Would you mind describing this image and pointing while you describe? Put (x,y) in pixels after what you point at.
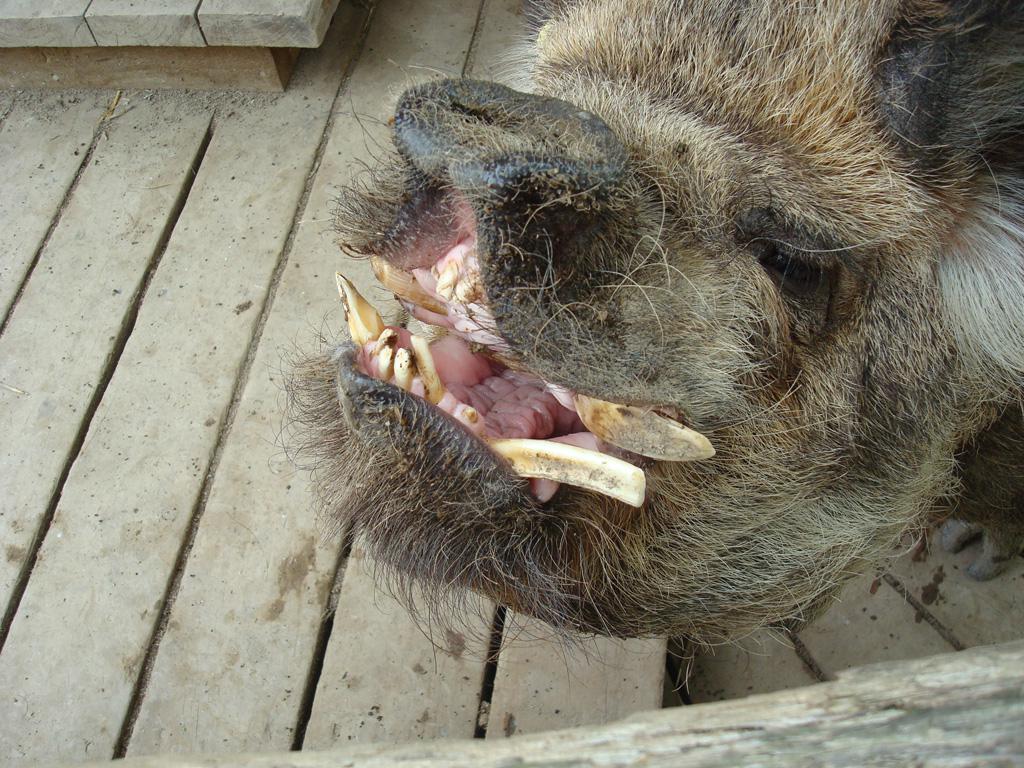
In this image, we can see an animal (709,237) on the wooden surface (323,546).
